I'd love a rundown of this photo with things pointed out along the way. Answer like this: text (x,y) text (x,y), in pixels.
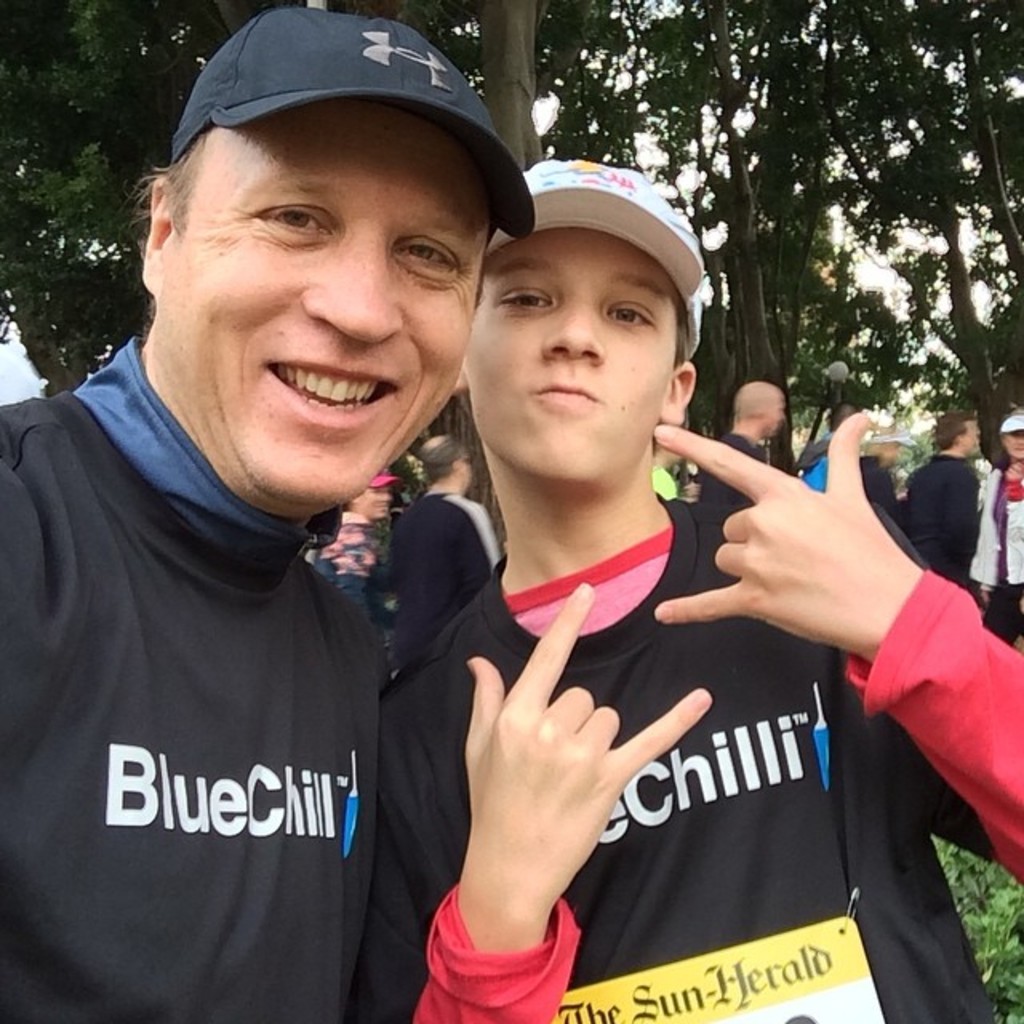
In this image we can see a group of people (861,657) standing on the ground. On the right side of the image (993,903) we can see some plants (996,905). At the top of the image (645,79) we can see a group of trees (632,104).
